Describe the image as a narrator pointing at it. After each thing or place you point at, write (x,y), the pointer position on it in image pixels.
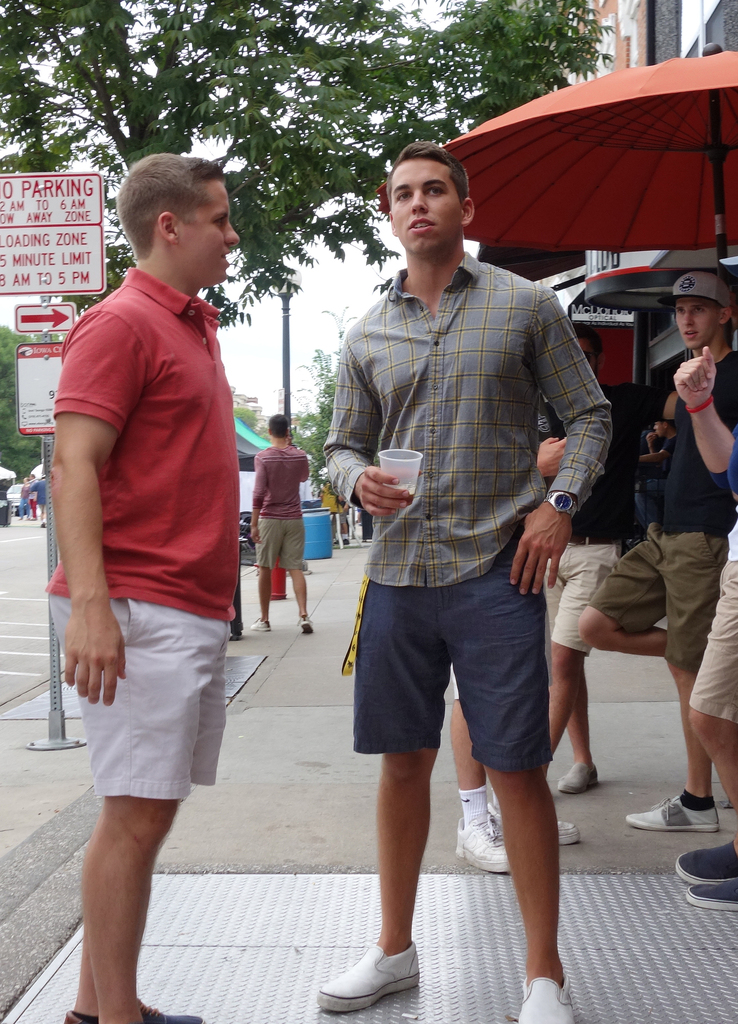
On the left side (202,437), there is a person (189,483) in orange color t-shirt (172,354), standing and smiling. Beside him, there is another person (465,199) who is holding a glass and standing. In the background (729,754), there are other persons (286,482), an orange color umbrella (557,107), sign boards (48,319) attached to the pole (45,441), road (2,587) on which, there is a vehicle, trees (13,466), a building (664,4) and there is sky (314,301).
